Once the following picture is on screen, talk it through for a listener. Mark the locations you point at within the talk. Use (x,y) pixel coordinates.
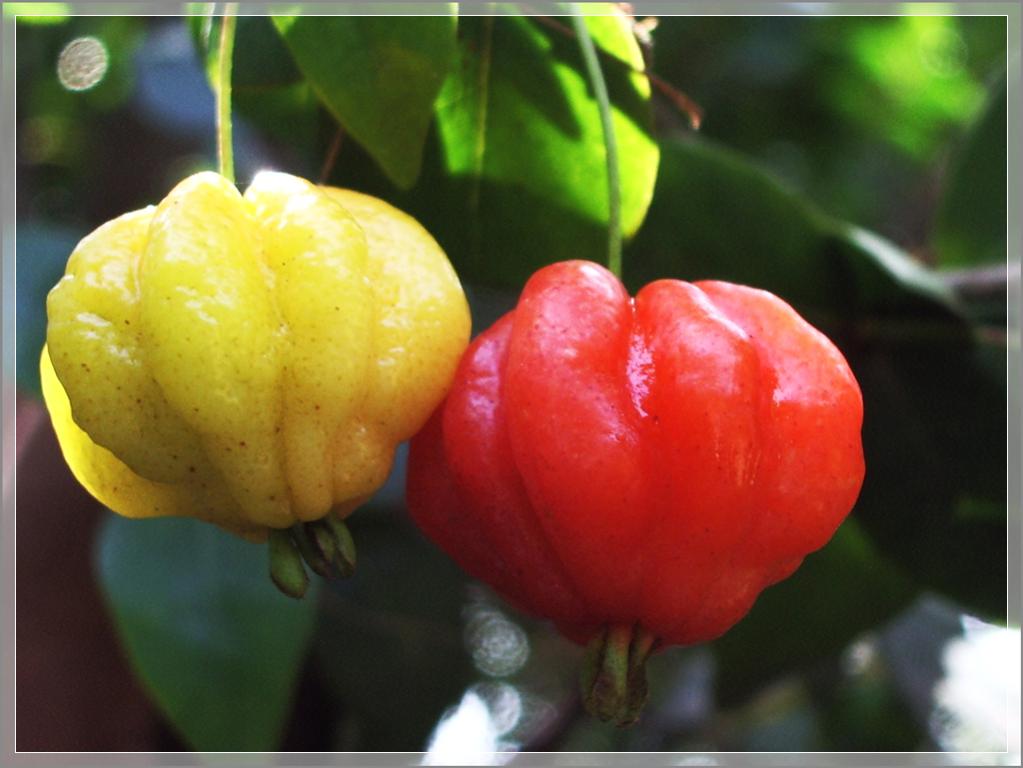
In this picture I can see two fruits (436,338), which are in yellow and red in color to the stems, and there is blur background (56,716).
